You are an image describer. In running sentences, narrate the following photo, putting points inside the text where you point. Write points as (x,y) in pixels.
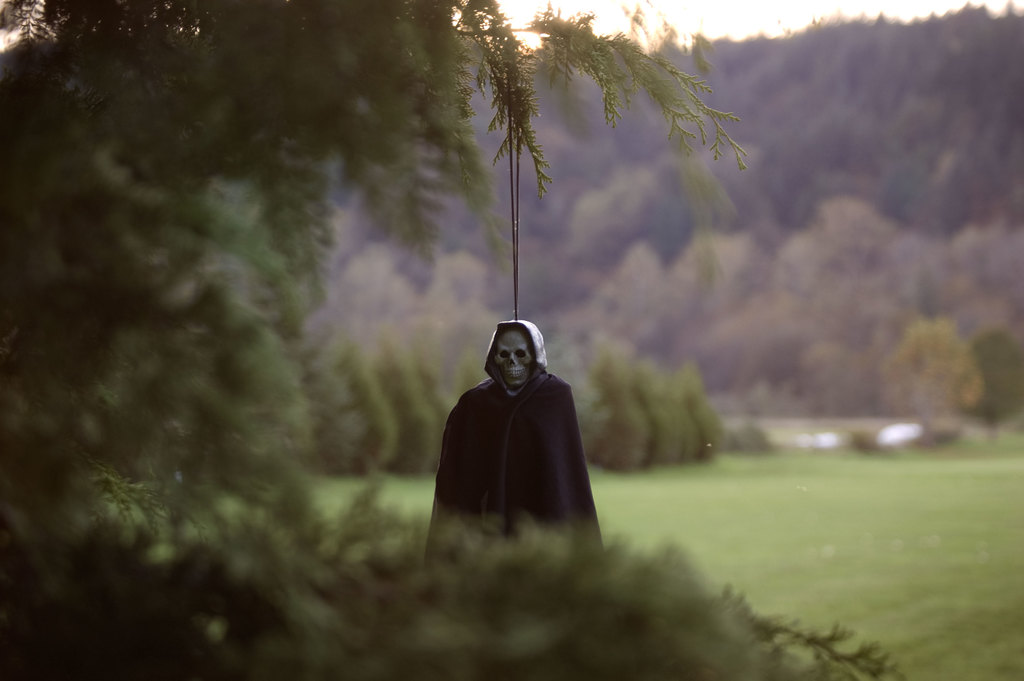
In this image there is a decoration (465,420) with a skull face (513,340) and it was hanging from the tree (541,195). At the back side (751,495) there is a grass (821,502) on the surface (817,510). At the background (820,294) there are trees (761,171) and sky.
